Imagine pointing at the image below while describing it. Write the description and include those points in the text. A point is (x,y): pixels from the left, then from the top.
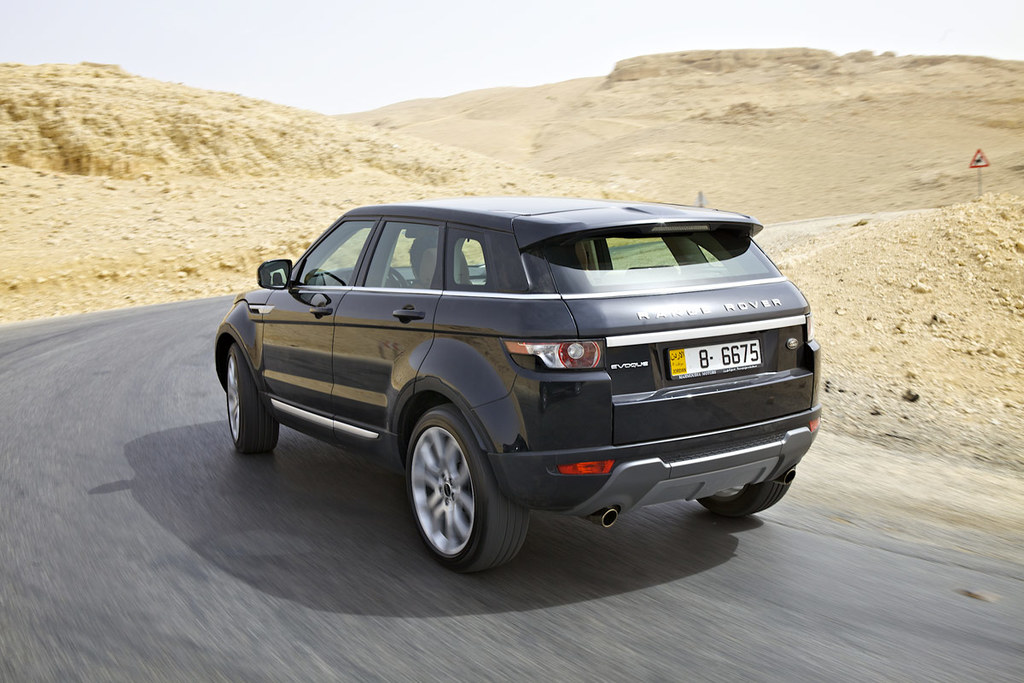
In this image we can see there are hills (760,134). There is a car (609,304) and a road (264,623). There is a board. In the background (329,53) we can see the sky (303,49).
